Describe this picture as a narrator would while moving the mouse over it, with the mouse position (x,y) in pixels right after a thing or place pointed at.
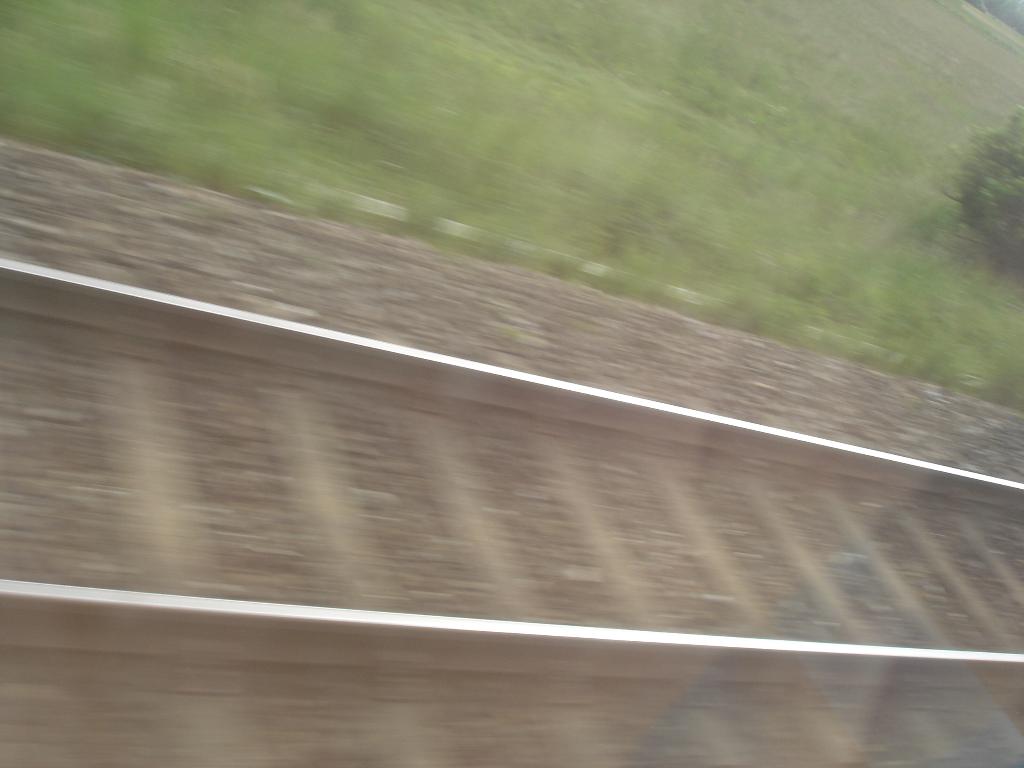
In this image there is a railway track (461,520) in the middle (536,489). There are stones (430,482) on the track (588,531). Beside the track (592,547) there are small plants (605,165).
